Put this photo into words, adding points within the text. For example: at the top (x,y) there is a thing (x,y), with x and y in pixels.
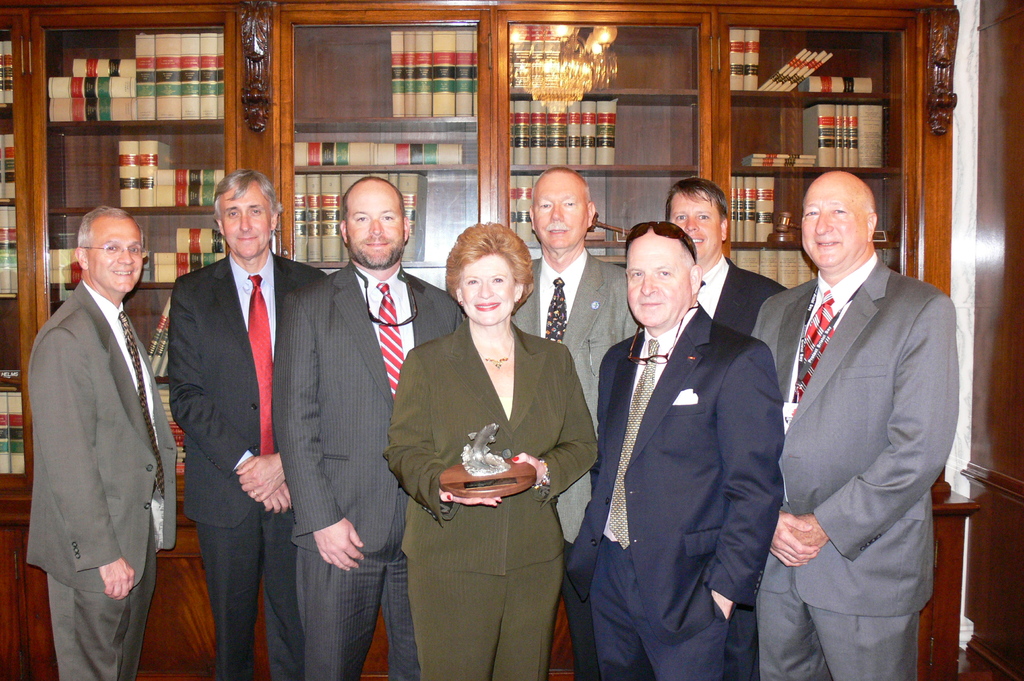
In the image we can see there are people (441,378) standing and a woman (420,428) is holding an object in her hand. Behind there are books (578,148) kept in a shelf (673,40).
